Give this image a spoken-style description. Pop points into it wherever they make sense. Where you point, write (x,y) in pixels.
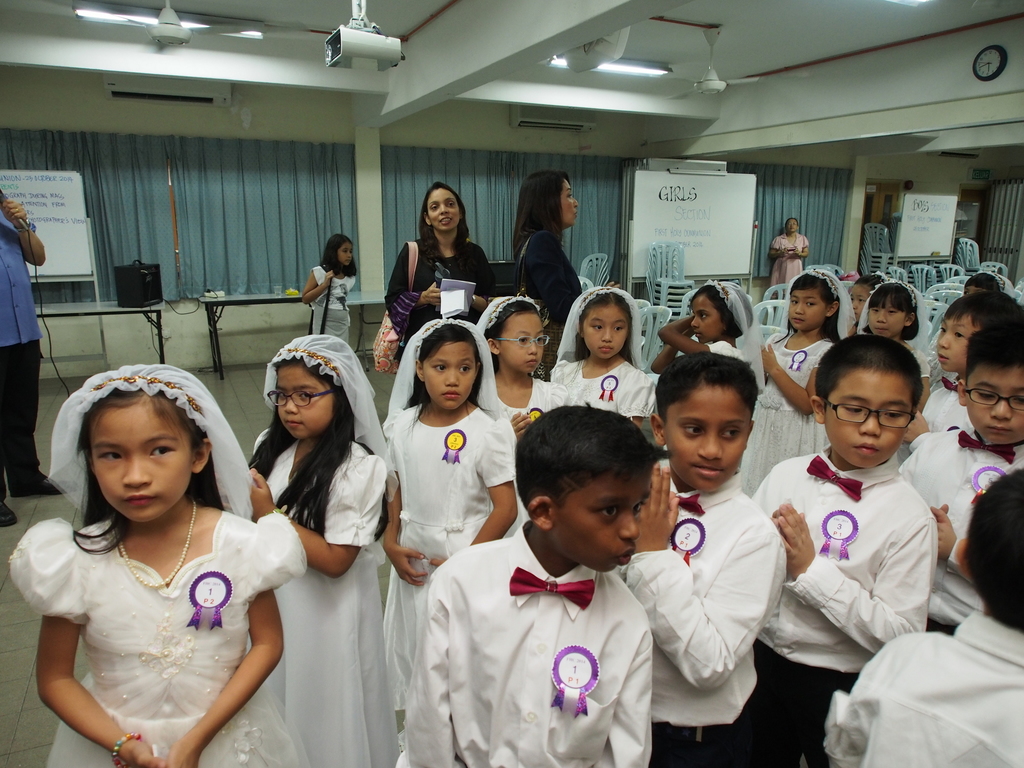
In this image we can see few girls (488,453) and boys (651,515). Some are wearing specs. Girls (295,424) are wearing veils (71,443). And they are having badge (856,521). In the back (482,279) few persons (12,242) are standing. One lady (452,272) is holding something in the hand (432,287). Also having a bag (392,344). Person (10,314) on the left side (32,298) is holding a mic (27,229). In the back (57,235) there are boards (70,217). Also there are chairs (675,274). On the ceiling (424,57) there are fans (691,88) and lights (636,67). Also there is a projector (360,48). And there is a clock (993,68) on the wall (951,71). In the back (571,157) there are curtains (598,179). And there is a speaker (134,285) on the table (90,314). And there are tables (74,305).
